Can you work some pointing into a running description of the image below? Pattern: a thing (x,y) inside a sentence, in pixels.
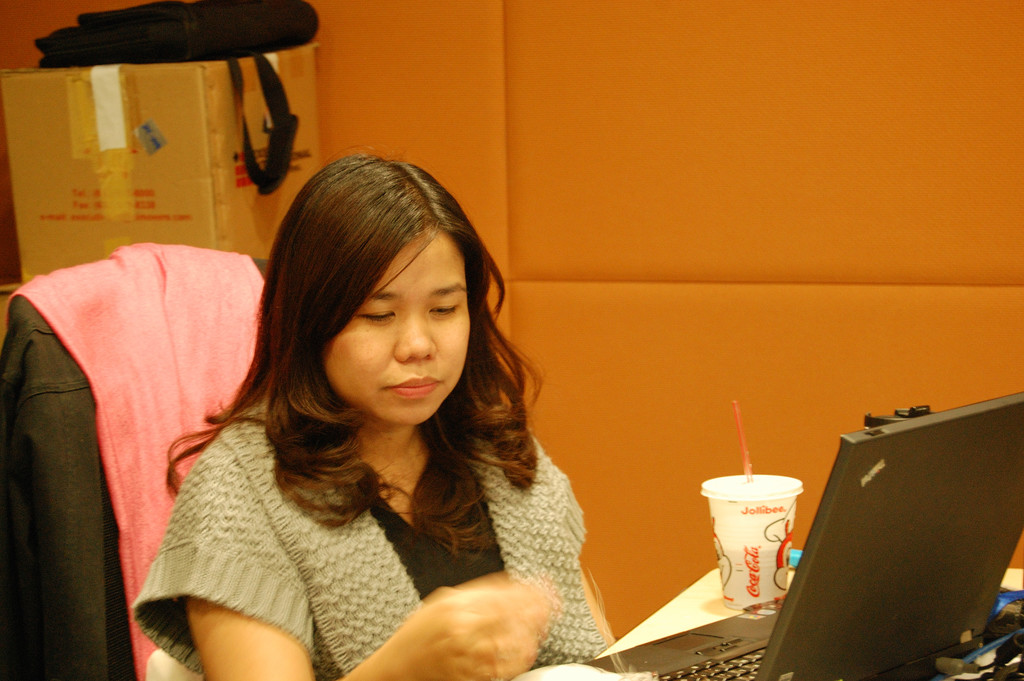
In this image we can see a woman (270,417) sitting on the chair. There are laptop (890,550) and cup (767,530) on the table (700,587). In the background of the image (171,86) we can see a cardboard box (138,179), a bag (162,36) and a wall (655,132).
